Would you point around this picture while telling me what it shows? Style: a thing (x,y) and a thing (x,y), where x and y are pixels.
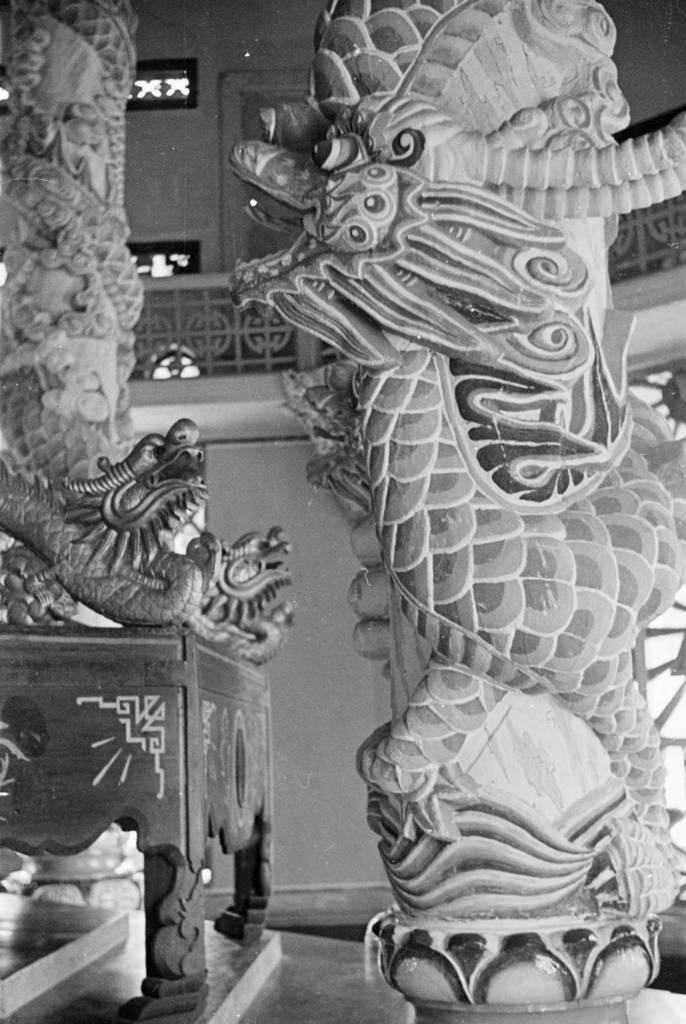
In this image there is a sculpture (394,393) on the pillar (576,728) as we can see on the right side of this image (494,494) and left side of this image (108,589) as well. There is a fencing wall (249,355) in middle of this image (246,382) and there is a wall (337,626) in the background (281,511).
